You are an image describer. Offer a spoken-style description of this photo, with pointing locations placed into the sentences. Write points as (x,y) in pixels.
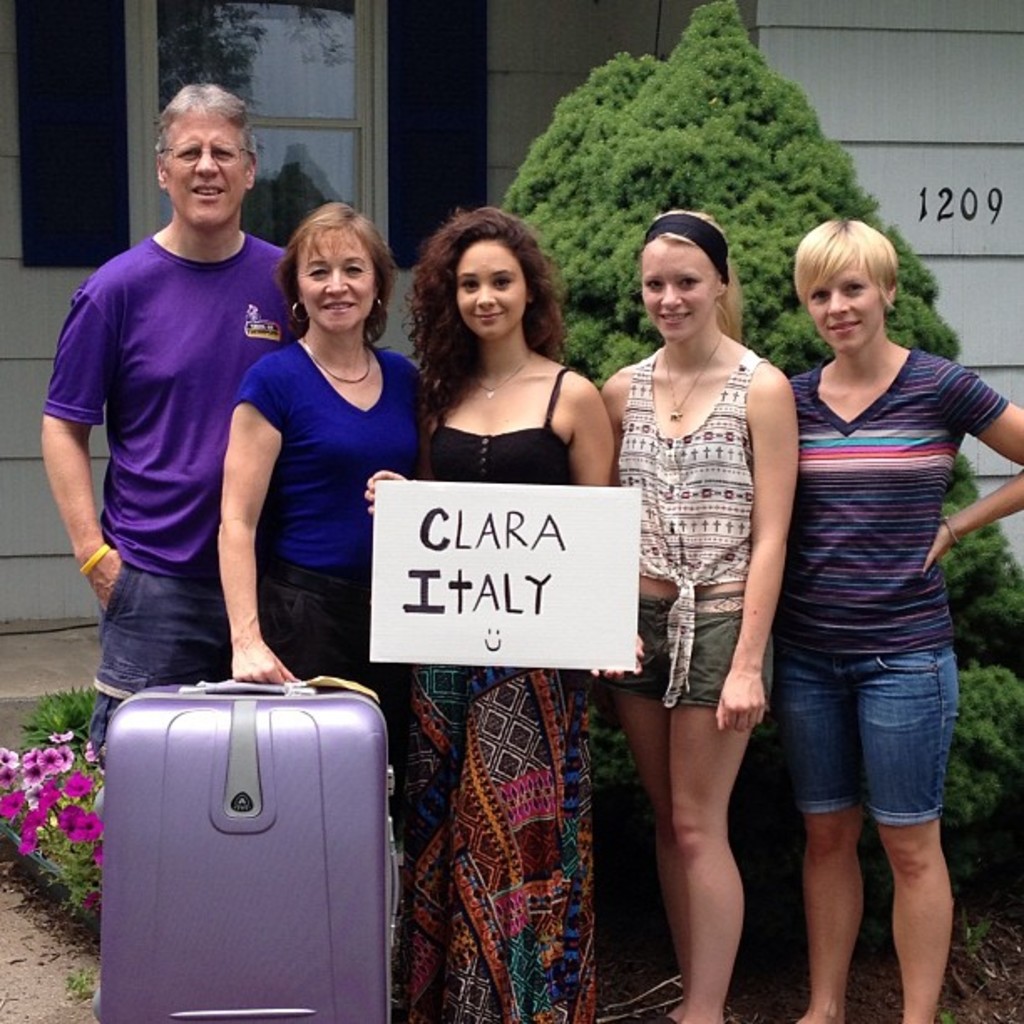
This picture shows four woman (509,993) and a man (118,425) standing and a woman (252,403) holding a briefcase (370,780) and a woman (540,483) holding a placard (638,541) and we see a tree (665,165) back of them.
